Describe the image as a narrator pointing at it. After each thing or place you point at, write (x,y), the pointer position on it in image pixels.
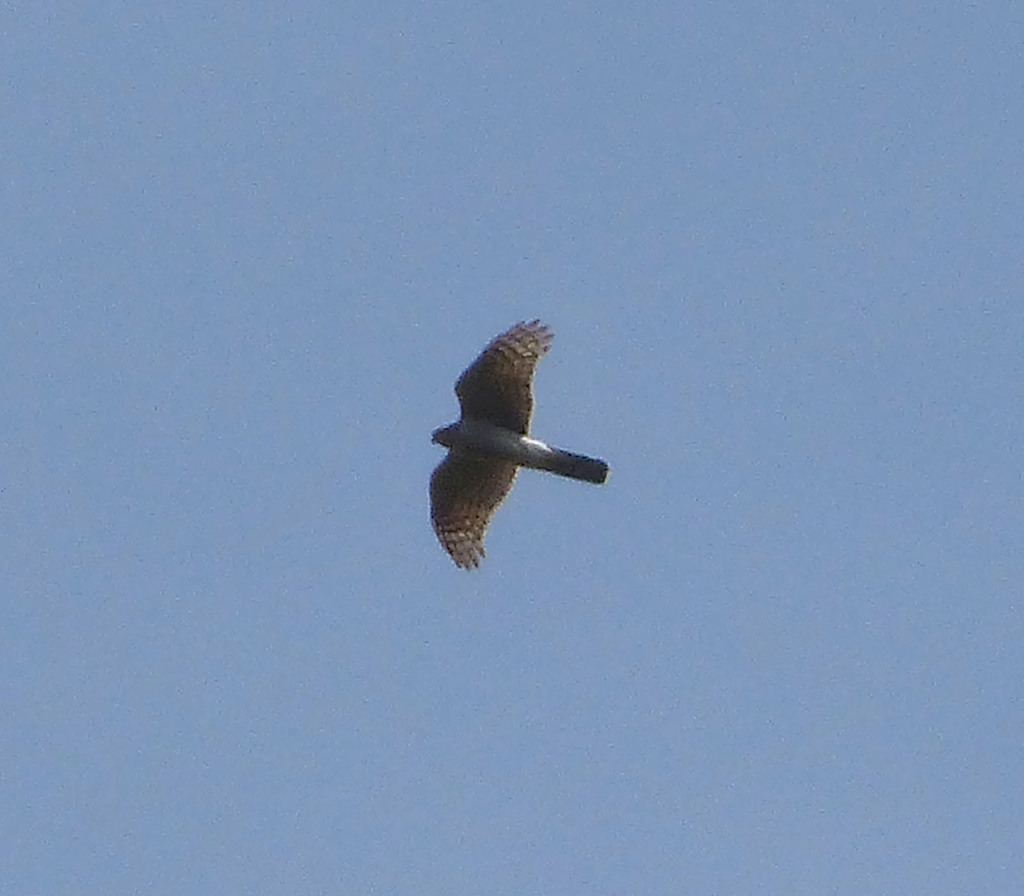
In the given image i can see a bird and sky (288,161).
